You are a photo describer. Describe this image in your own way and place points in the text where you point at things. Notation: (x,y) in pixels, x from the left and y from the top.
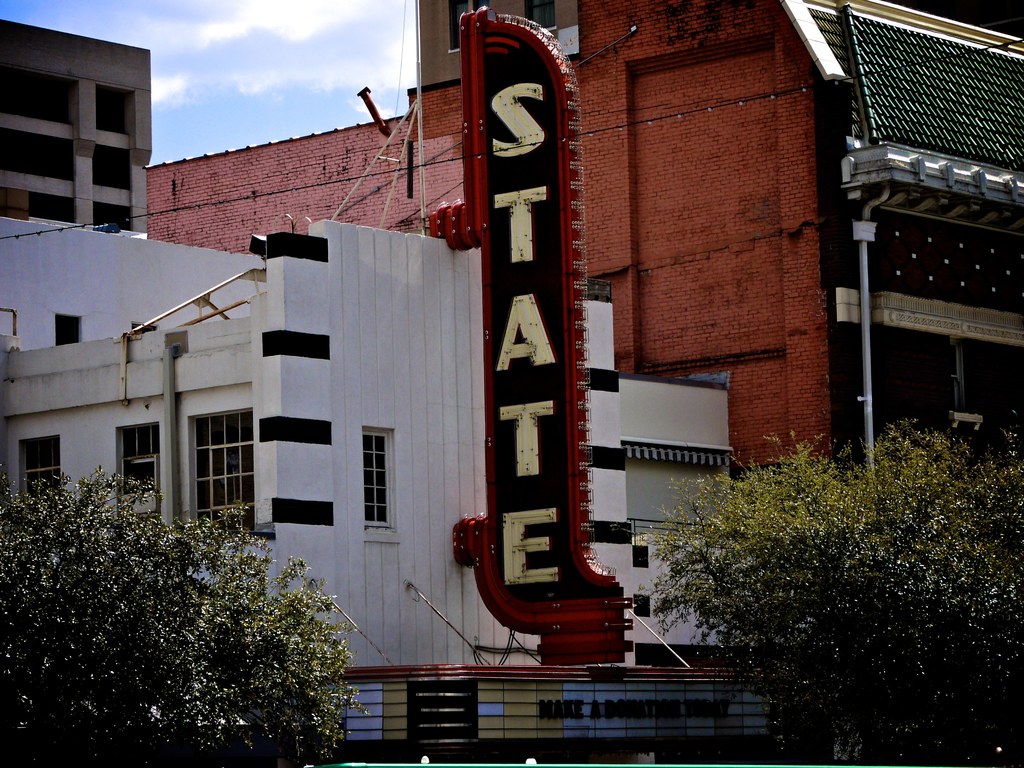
Here we can see buildings (303,460). This is hoarding (465,542) and glass windows (149,492). In-front of these buildings (808,434) there are trees (129,590). Sky (303,92) is cloudy.
